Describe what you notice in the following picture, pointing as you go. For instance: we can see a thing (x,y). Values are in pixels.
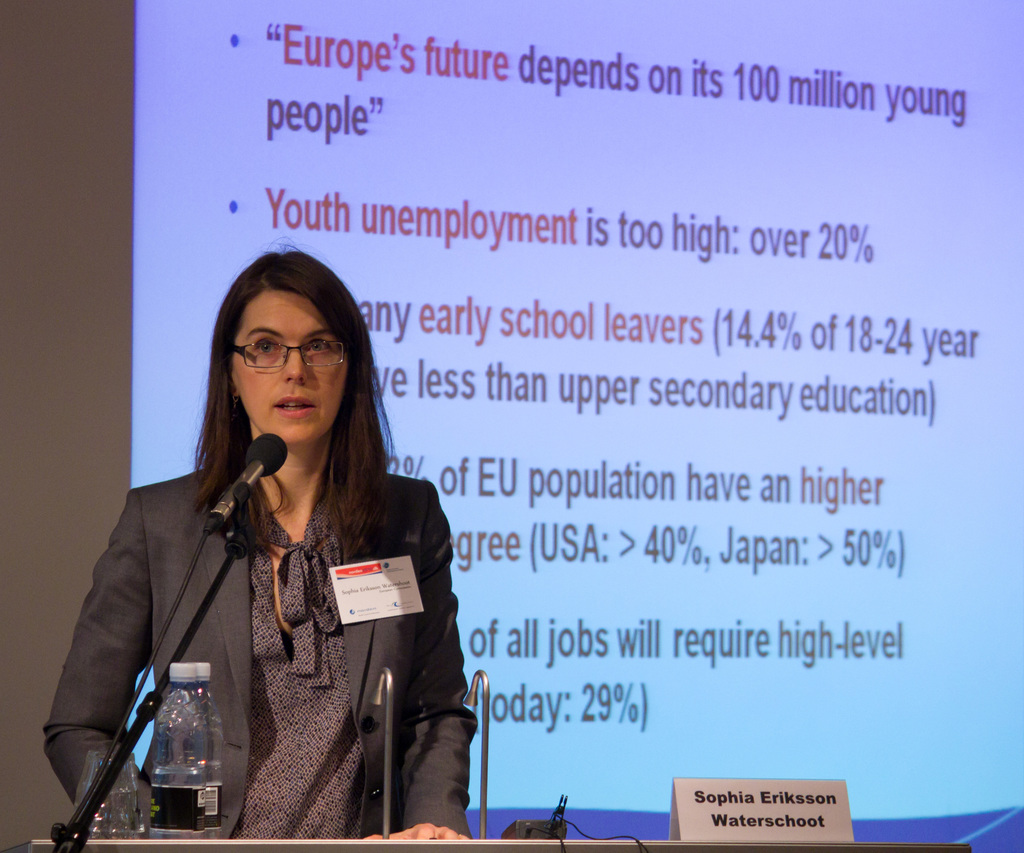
In this picture we can see a woman (293,620) with a tag (357,583) and spectacles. In front of the woman (231,825), it looks like a podium (204,851) and on the podium (751,848), there are cables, a name plate (739,837), bottle (182,816), microphone (227,490) and some objects (534,836). Behind the woman (330,774), there is a projector screen (599,513).
